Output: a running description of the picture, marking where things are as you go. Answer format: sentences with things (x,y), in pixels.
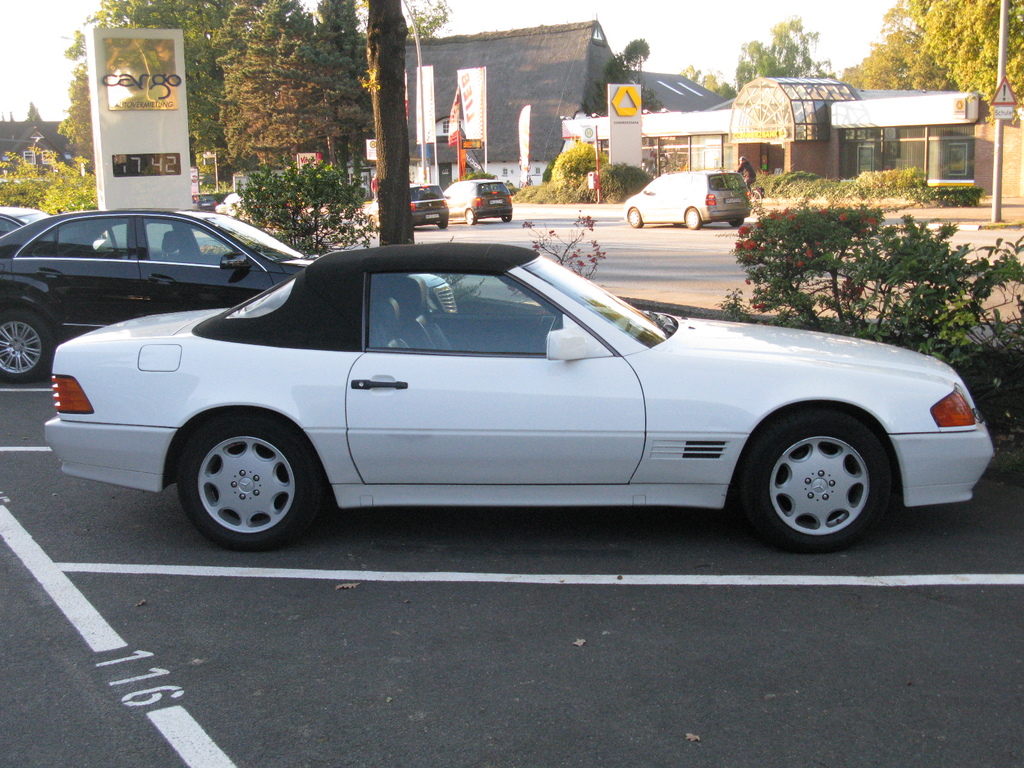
In this image, we can see few vehicles (356,396) are on the road (574,568). Here there are few lines (166,573) we can see. Background (959,289) there are so many trees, plants (8,189), houses (964,163), hoardings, poles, sign boards (1003,113) we can see. Top of the image (708,33), there is a sky (698,46). Here we can see a person (751,190) is riding a bicycle (756,202).
